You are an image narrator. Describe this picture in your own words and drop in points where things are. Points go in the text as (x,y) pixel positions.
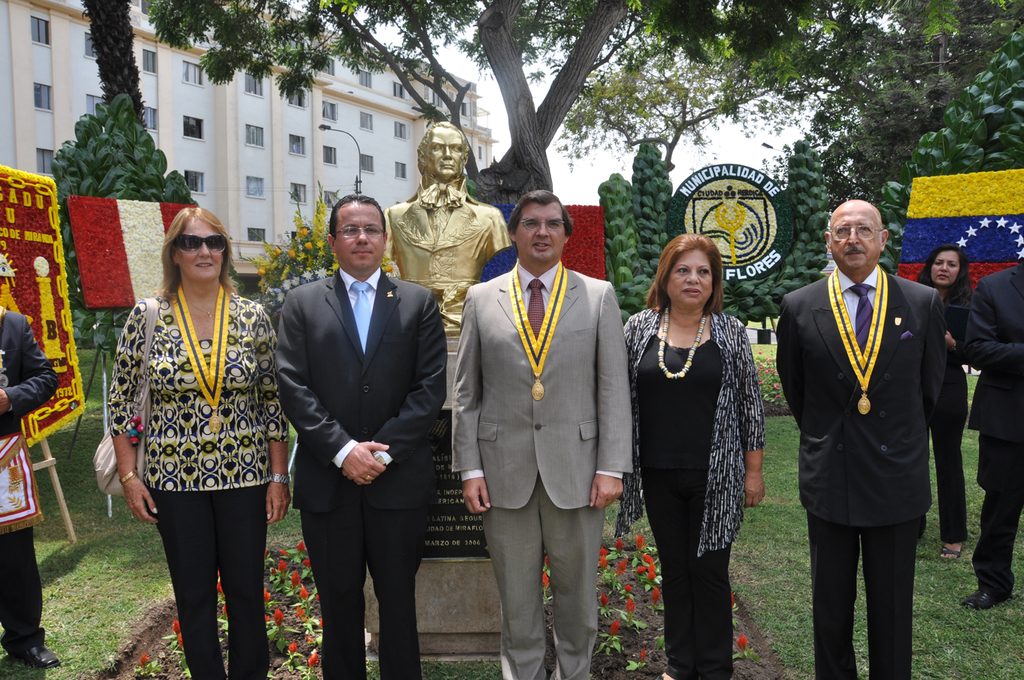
In this image I can see a group of people (580,363) are standing on grass (935,626). In the background (301,202) I can see a memorial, statue (445,283), flags (175,215), plants (618,219), trees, buildings (342,148), windows (294,191), stand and the sky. This image is taken may be in a park (479,587) during a day.
